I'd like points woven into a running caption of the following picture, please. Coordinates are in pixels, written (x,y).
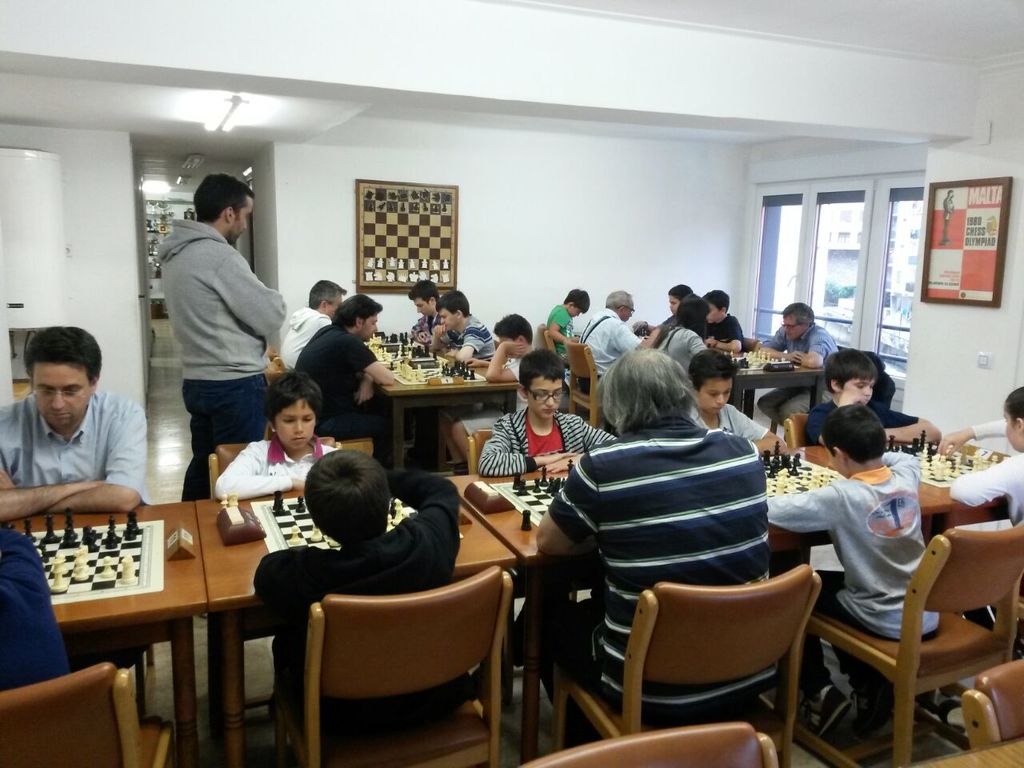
This picture shows that there is a chess competition going on between children (355,470). There is a chess board (154,541) on the table (193,565) where they are playing. There is a man (225,356) standing in the middle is watching the students (447,324) who are playing the chess match. At the background (588,195) there is a wall (504,177) on which there is a chess board frame (363,232) and to the right side (848,278) there is a window (846,233).
